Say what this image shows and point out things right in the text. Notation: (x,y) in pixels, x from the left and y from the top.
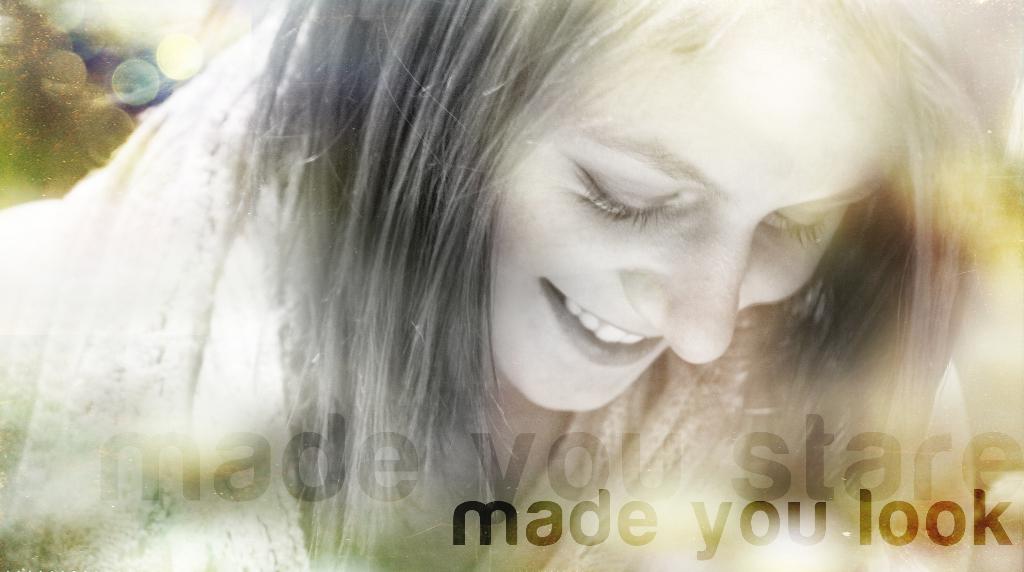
In this picture I can observe a woman (753,206). She is smiling. On the bottom of the picture (931,513) I can observe some text (484,463). The background (64,79) is blurred.
